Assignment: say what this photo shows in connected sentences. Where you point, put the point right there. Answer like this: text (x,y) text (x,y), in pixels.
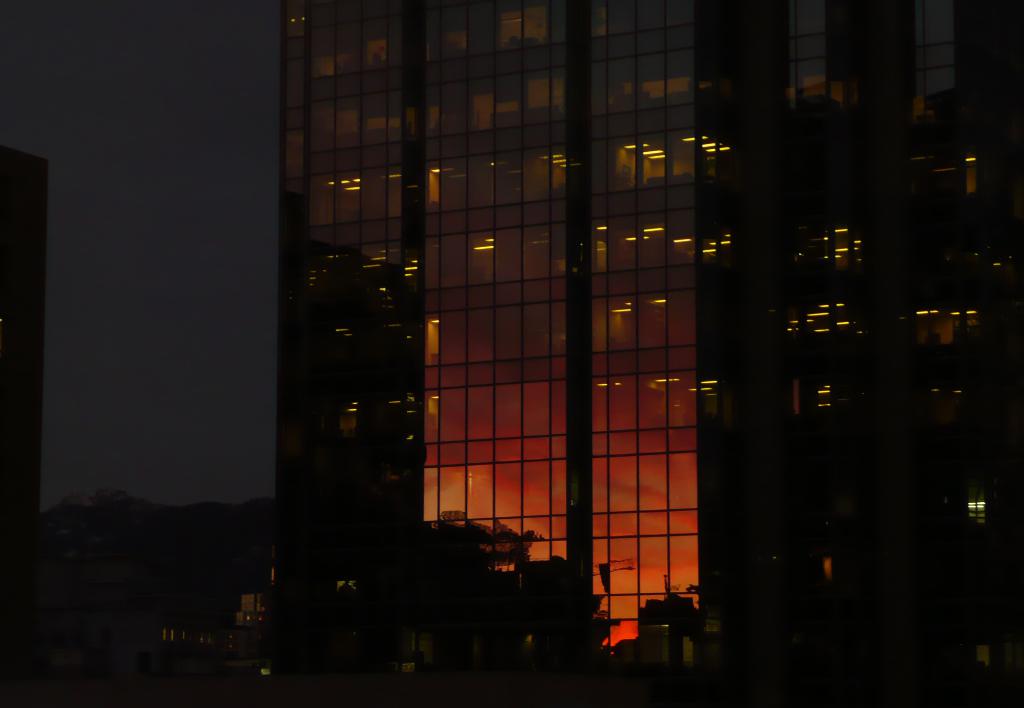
In this image we can see buildings (650,241) with some lights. At the bottom (474,558) we can see some trees (215,551). At the top of the image (157,121) we can see the sky (159,157).
